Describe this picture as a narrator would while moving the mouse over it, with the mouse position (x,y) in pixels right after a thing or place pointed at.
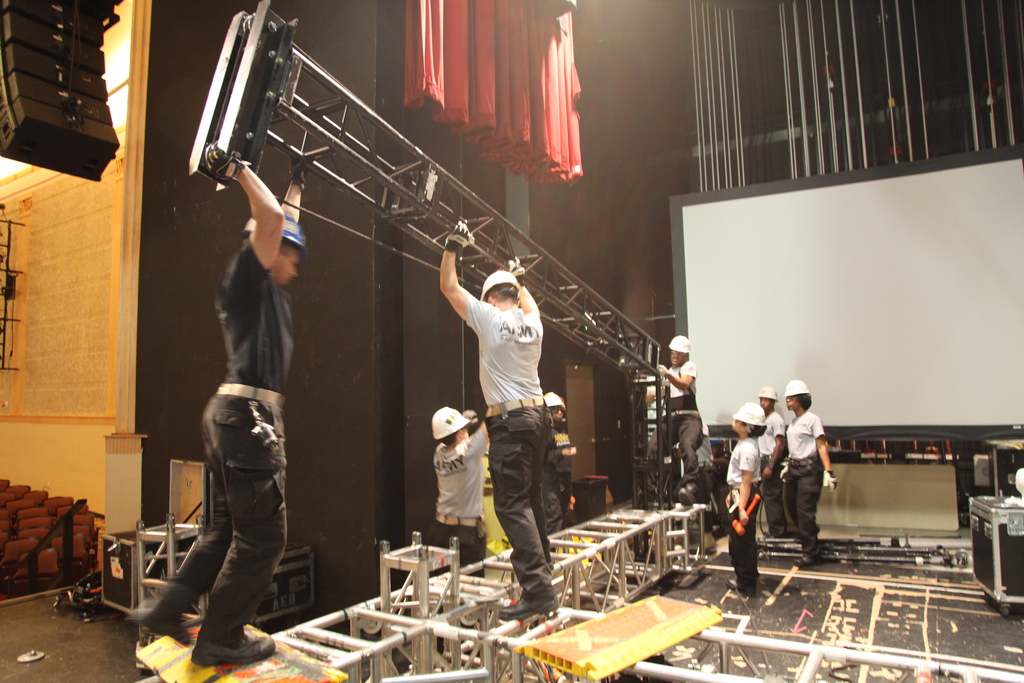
In this image I can see the group of people (541,421) standing. These people (239,491) are wearing the white and black color dresses (482,466) and also with helmets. I can see few people (220,488) are holding the rod (253,85). And in the down I can see few more rods (445,595). In the top (512,166) there is a red color curtain (519,80) to the wall (346,59). To the left (13,546) I can also see some red color objects (7,531) and also I can see the yellow color wall (80,313). To the right (803,251) I can see the board (850,337) which is in black and white color.
